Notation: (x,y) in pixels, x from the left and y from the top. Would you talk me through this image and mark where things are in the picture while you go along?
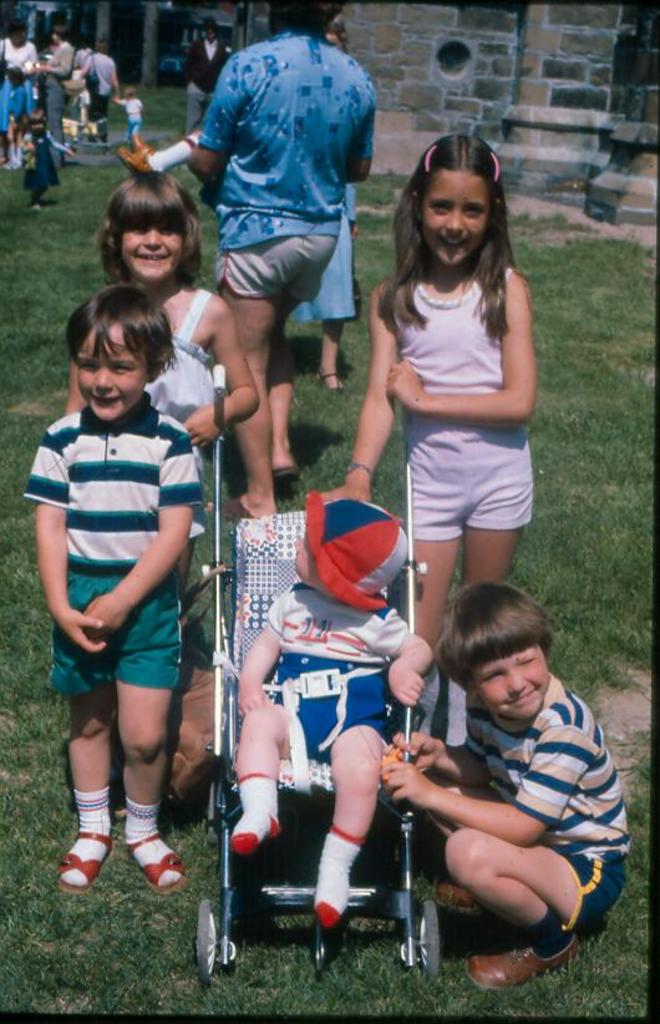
In the picture we can see a grass surface (355,962) on it we can see some children (159,851) are standing and one child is in a cart (226,952) and behind them we can see some people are standing and some beside the grass path (366,968) we can see a building wall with bricks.
